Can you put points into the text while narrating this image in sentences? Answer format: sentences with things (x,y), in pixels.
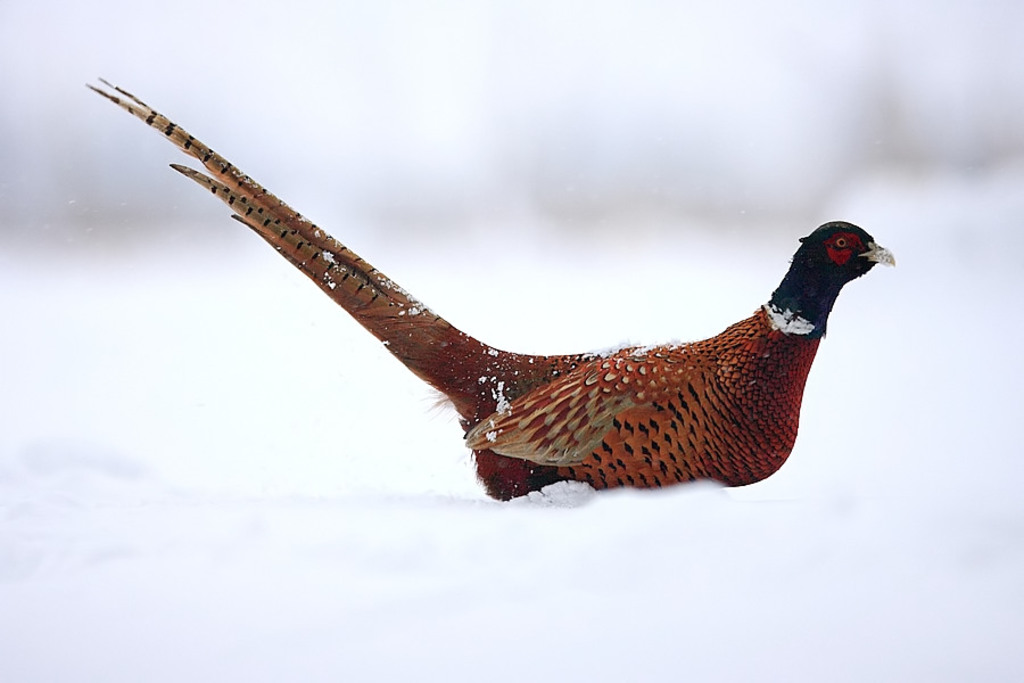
Here we can see a bird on white surface (625,523). Background (528,199) it is blurry and it is in white color.
